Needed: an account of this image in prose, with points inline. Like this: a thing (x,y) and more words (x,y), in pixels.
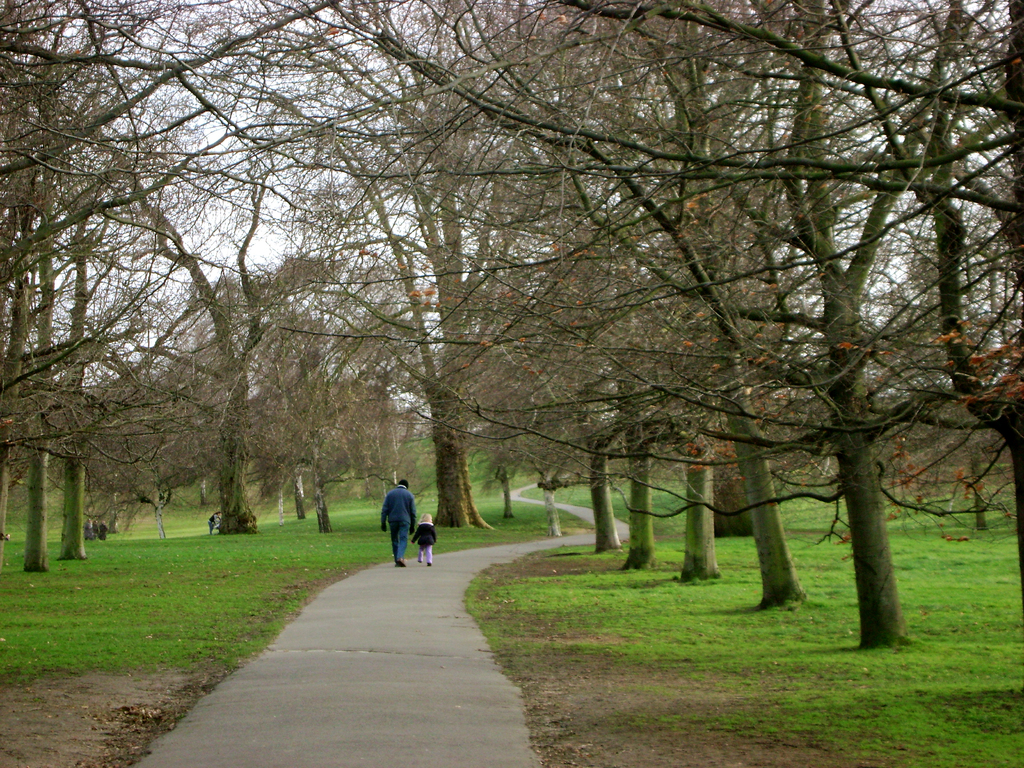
In this image I can see a person (384,514) and a child (425,541) are on the road (411,576). In the background (276,493) I can see the grass (242,577), trees (452,297) and the sky (433,301).
